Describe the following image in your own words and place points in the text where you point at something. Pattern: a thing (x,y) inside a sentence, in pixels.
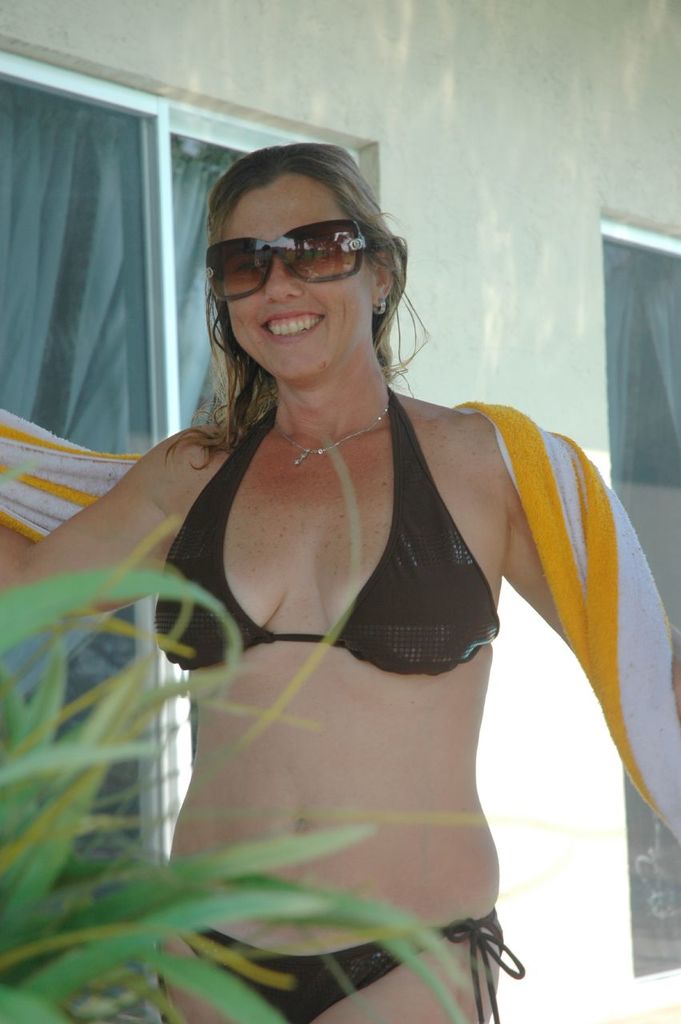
In the middle of this image (400,533), there is a woman (475,612) wearing sunglasses (354,226), holding a towel (620,568). She is in a black color bikini (384,572) and is standing. On the left side (85,759), there is a plant (67,998). In the background (430,111), there is a building (517,71) having glass windows (622,269).
